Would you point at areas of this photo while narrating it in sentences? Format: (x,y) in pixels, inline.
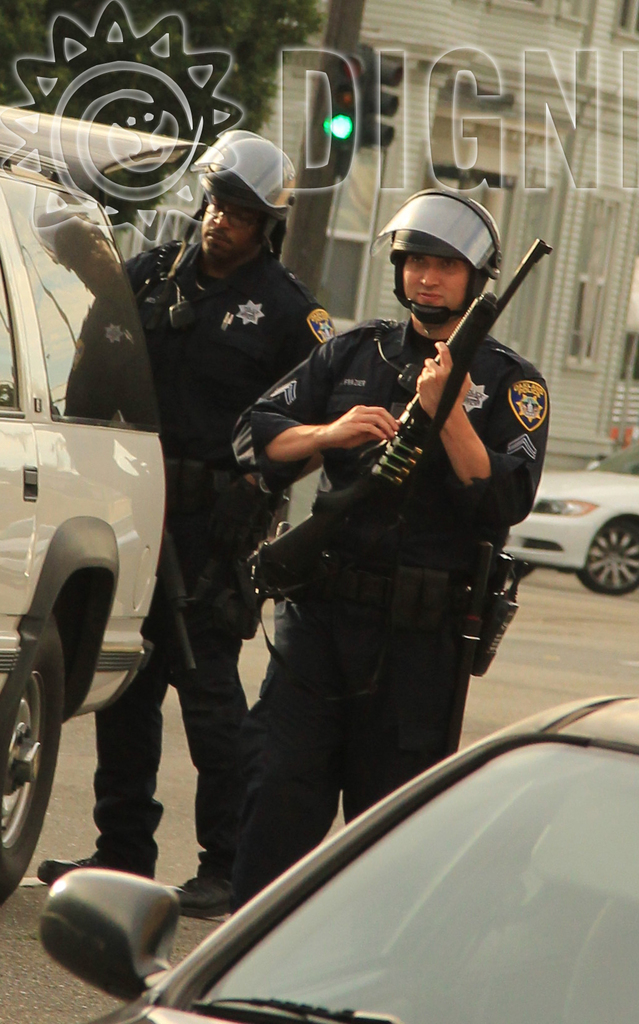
There are cars (626,926) and two men (459,542) on the road (571,622). He is holding a gun (485,319) with his hand (383,433). In the background (539,214) we can see a building (568,382), trees (283,17), pole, and a traffic signal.
